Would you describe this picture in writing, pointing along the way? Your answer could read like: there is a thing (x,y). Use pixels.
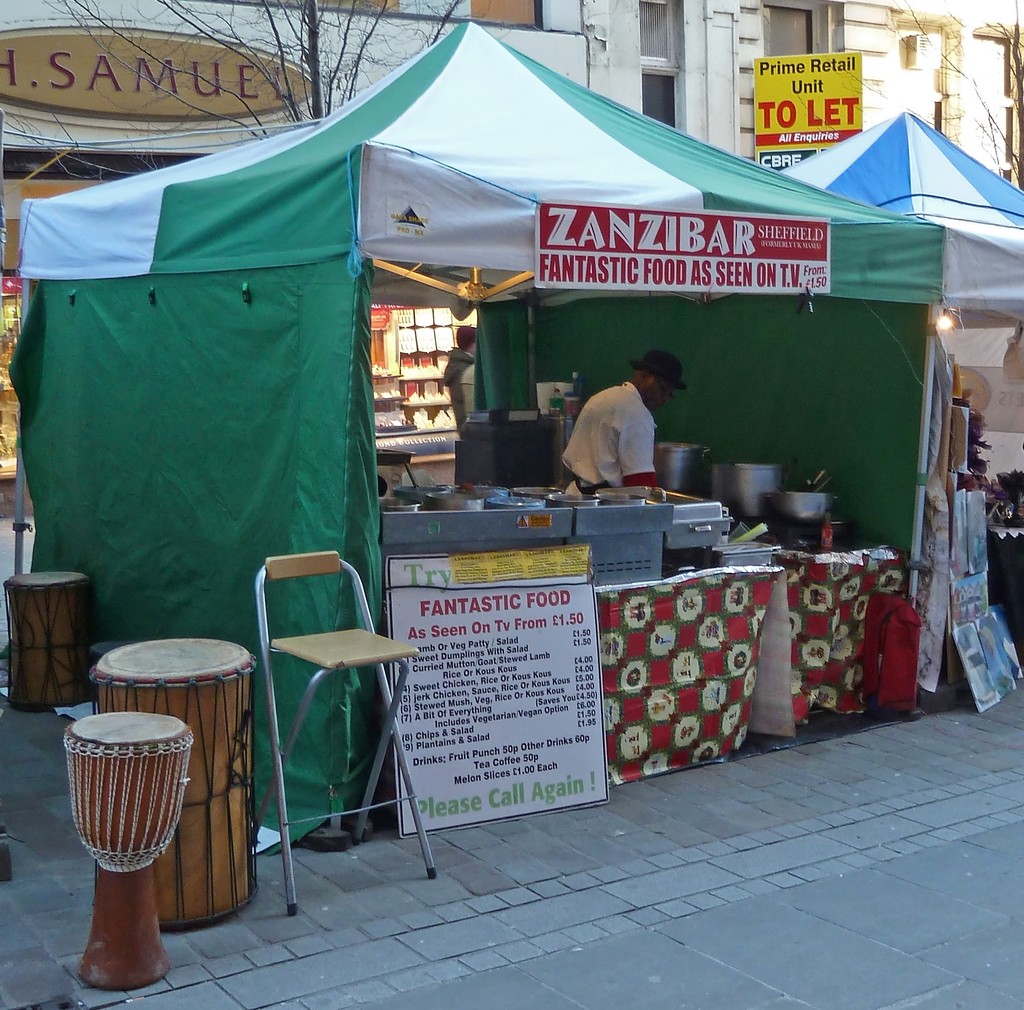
There is a person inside a food court (621,330). Here we can see drums (204,797), chair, banner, boards (569,628), and bowls (822,500). This is road (829,942). In the background (714,86) there is a building (788,53).
